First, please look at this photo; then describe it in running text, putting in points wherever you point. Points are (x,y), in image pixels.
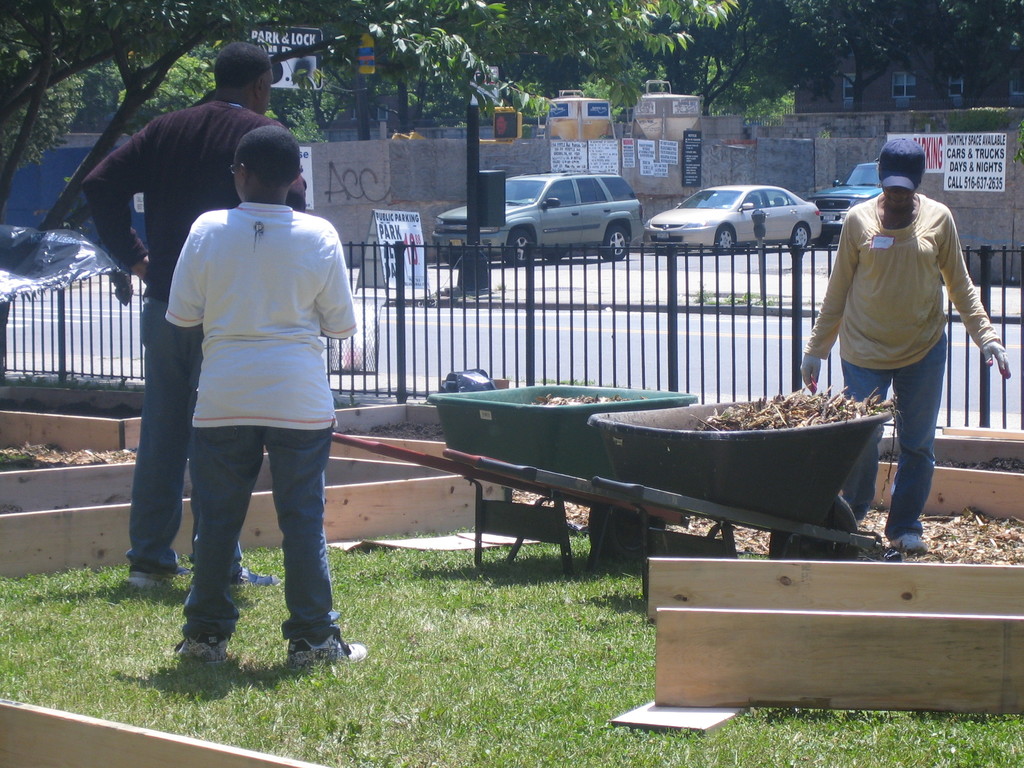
This image is taken outdoors. In the background (634,81) there are a few trees (643,83). There are a few buildings (954,91). There are a few walls (513,143). There are many posters (607,162) on the walls (333,180). Three cars (630,195) are parked on the road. At the bottom of the image (527,721) there is a ground (443,727) with grass (421,624) on it. There are a few wooden objects (337,517). In the middle of the image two men (268,289) and a woman (899,313) are standing on the ground (543,568). There is a trolley (562,488) with two tubs (657,423) of dry leaves (613,396) on it. There is a fence (703,354).
